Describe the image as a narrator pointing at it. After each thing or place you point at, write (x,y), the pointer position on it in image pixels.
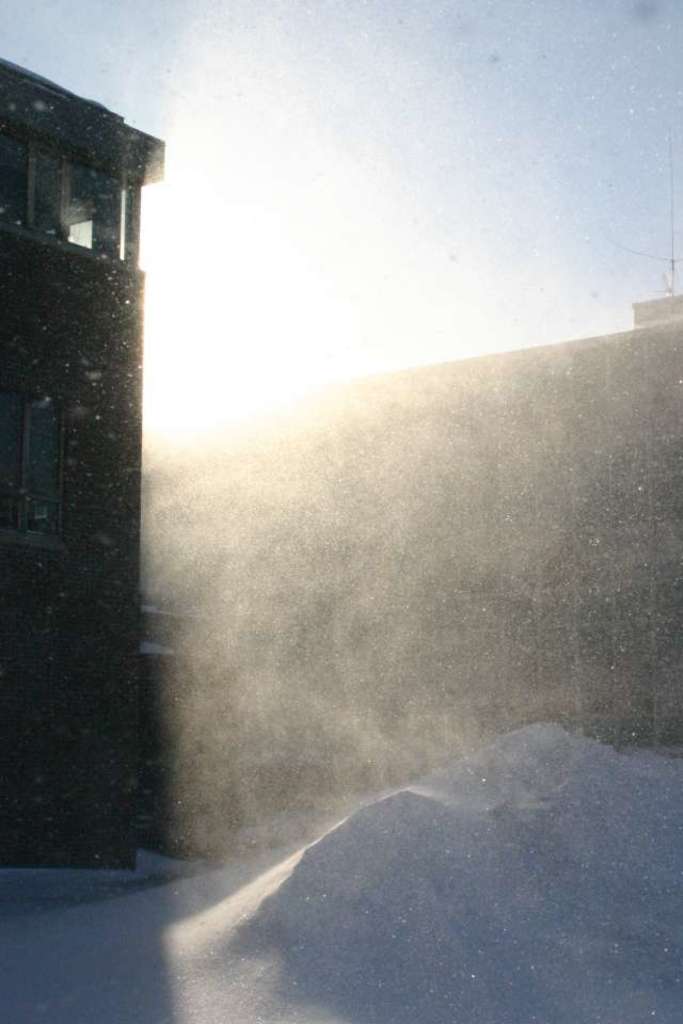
In this image I can see snow (368,927) in the front (307,893). There is a building (75,471) on the left (18,743) and there is sky (417,204) at the top (366,258).
